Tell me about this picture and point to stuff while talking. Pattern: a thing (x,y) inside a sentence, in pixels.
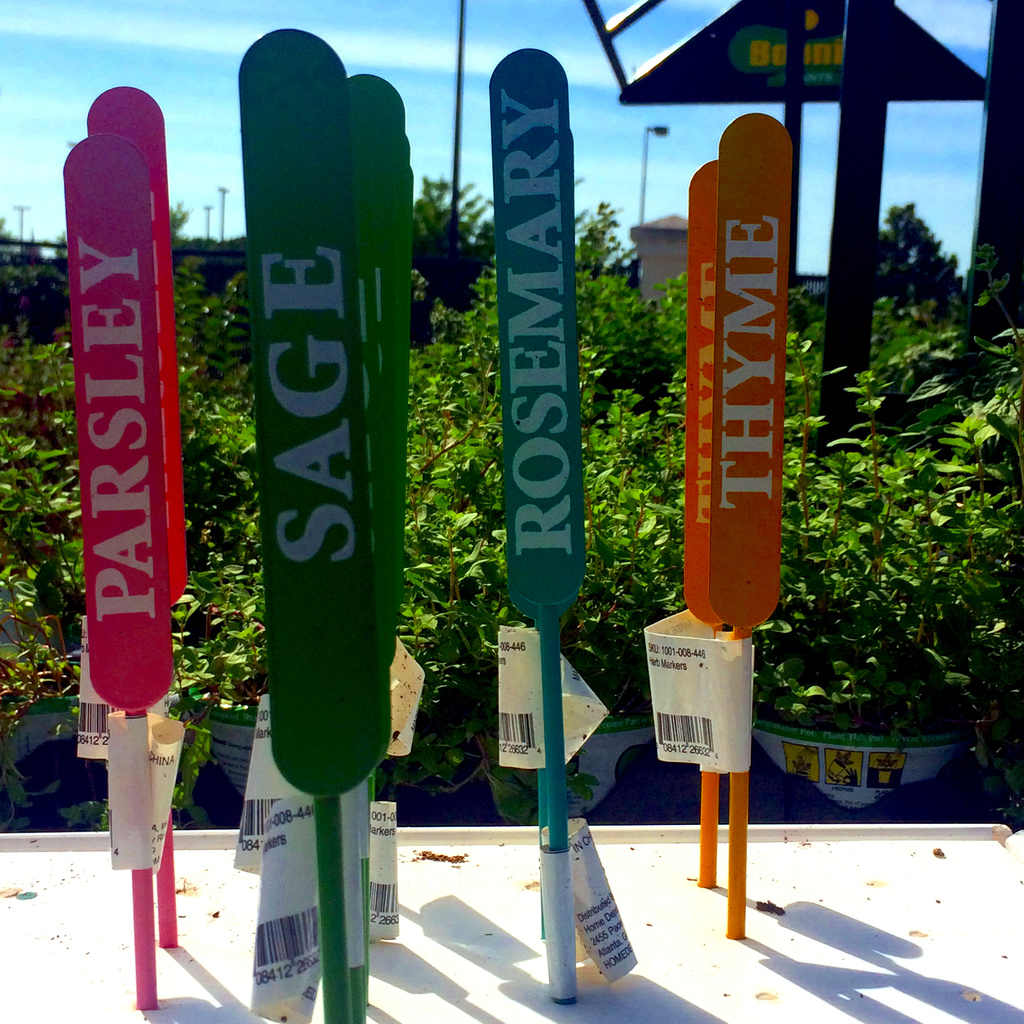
In the center of the image (534,535) we can see the boards (377,464) with papers (387,924) are present on the floor (684,896). In the background of the image (452,519) we can see the plants (630,596), pots (889,771), board (778,54), poles (791,66), lights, trees (577,250), grilles (8,247), building (672,247). At the top of the image (515,34) we can see the clouds (568,59) are present in the sky (61,209).
